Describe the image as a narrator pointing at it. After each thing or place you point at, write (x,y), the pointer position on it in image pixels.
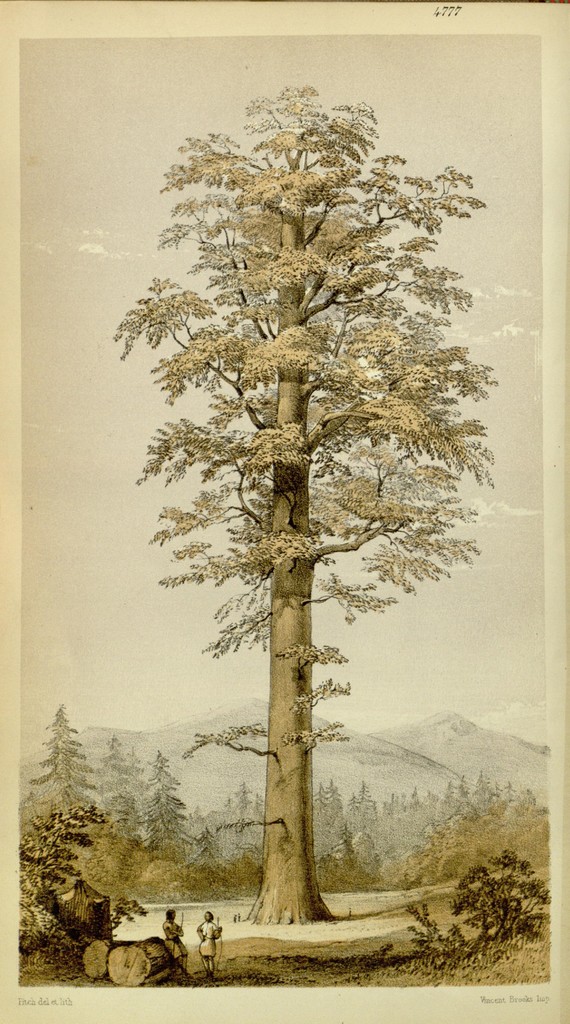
In the foreground of this poster, there are two people (177,937) standing, few trees (49,915) and the wooden trunks (153,967). In the middle (309,483), there is a tree (303,772). In the background (170,794), there are trees (392,807), mountains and the sky (453,635).
